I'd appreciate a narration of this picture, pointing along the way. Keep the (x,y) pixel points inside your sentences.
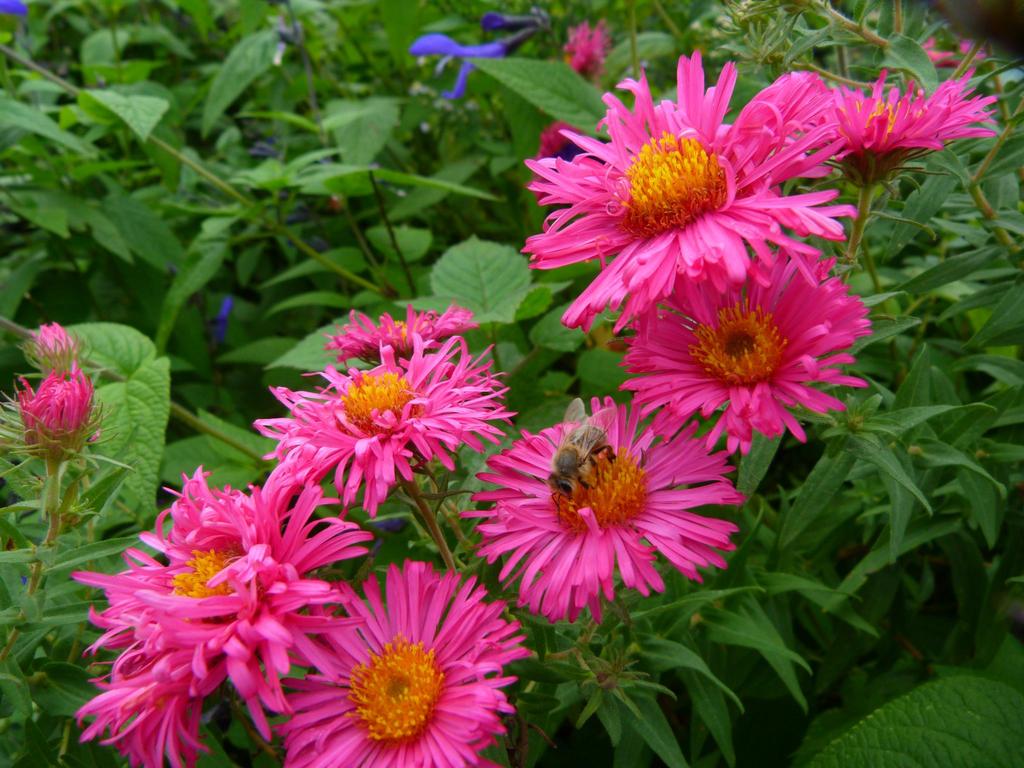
In this picture we can see flowers (717,217) on the plants (874,481). At the bottom (879,518) we can see the leaves (948,697).
